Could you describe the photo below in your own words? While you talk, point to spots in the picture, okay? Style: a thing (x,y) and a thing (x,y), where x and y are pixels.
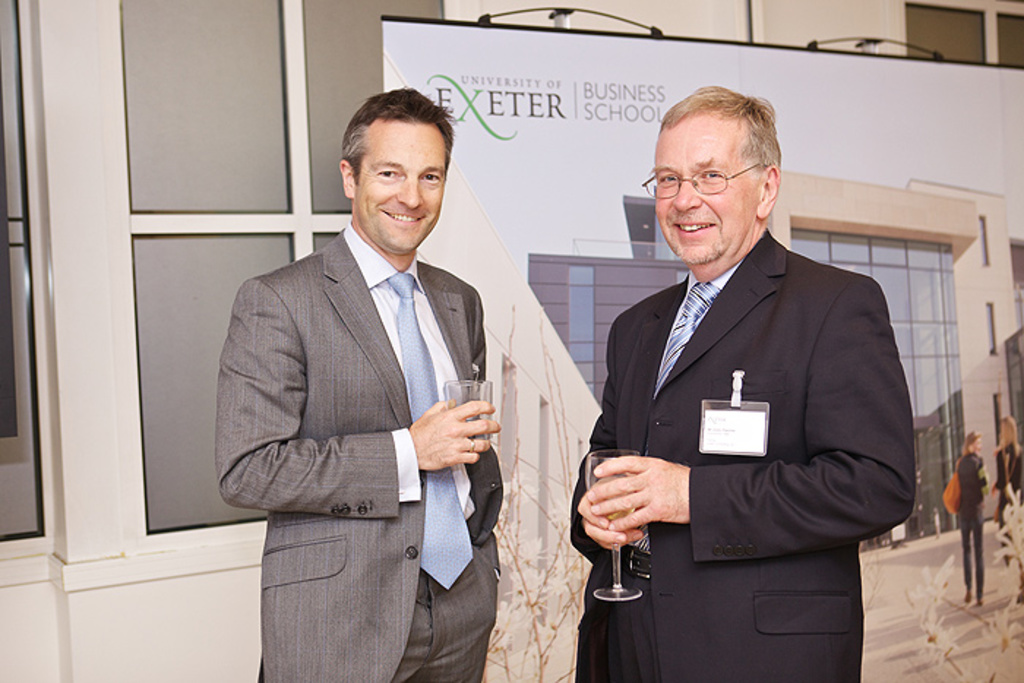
In this image there are two people (452,287) standing by holding a glass of drink (465,383) in their hand (436,460) are posing for the camera with a smile on their face (433,125), behind them there is a poster (596,104), behind the poster (521,104) there is a wall (23,577).
